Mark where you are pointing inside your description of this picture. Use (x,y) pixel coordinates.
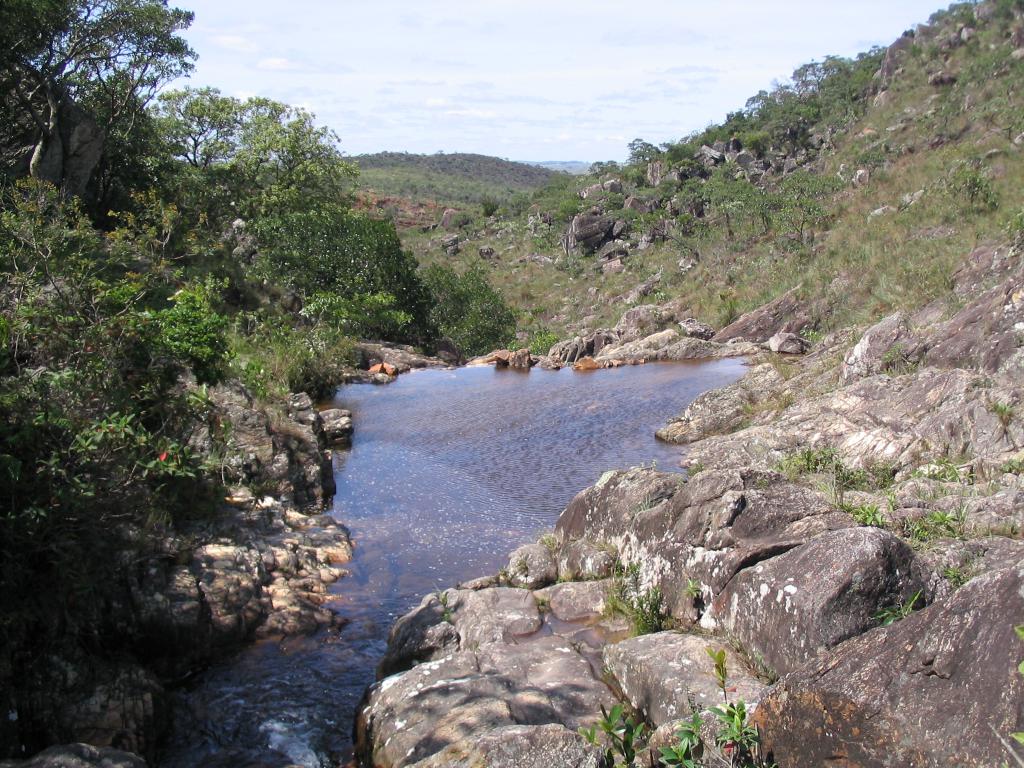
In this picture there is water (484,469) and there are few rocks (612,483) around it and there are few trees (577,179) and rocks (706,161) in the background (543,178).
